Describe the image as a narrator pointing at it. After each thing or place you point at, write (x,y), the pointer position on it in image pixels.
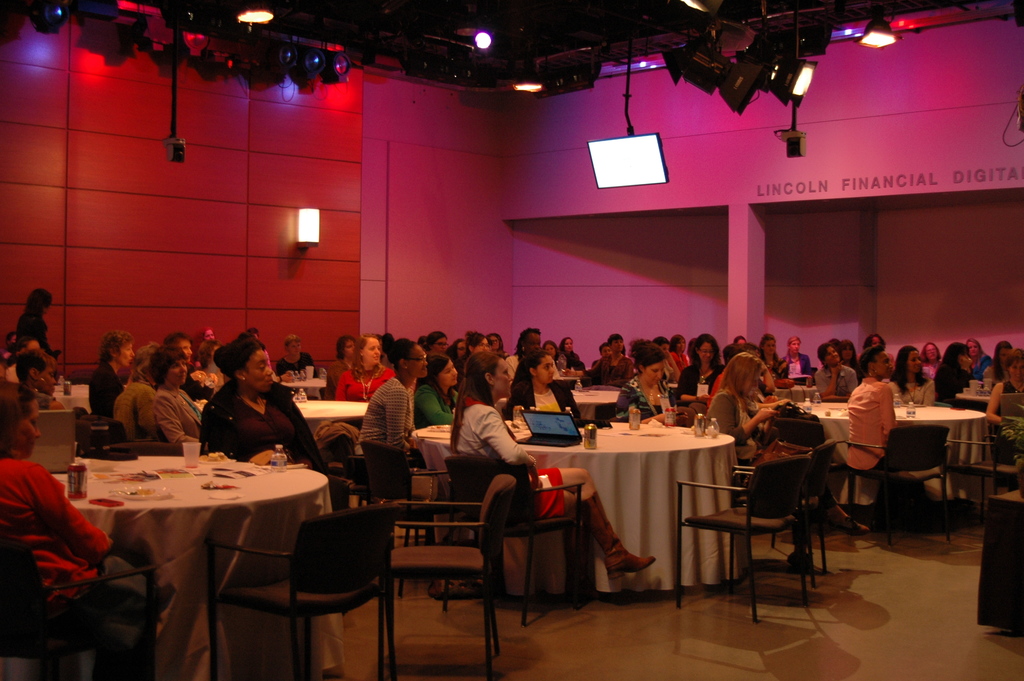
In this image I can see number of people (501,369) sitting on the chairs (511,512) and everyone is looking at the right side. And I can see some tables (642,464) covered with a white cloth (615,472). And there is a Laptop (557,432) on the table (581,436) which in the center (548,430). Also I can see some bowls (154,488), glasses (189,453), tissue papers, some food items (142,494) and coke tin (75,477) on the table (128,469). In the background (330,170) there is a wall (437,164). On the top of the image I can see some lights (529,83). And in the background (626,167) I can see one screen (637,164) as well. On the right side of this image (1006,548) I can see a small stool (1017,544) and a flower pot (1019,476) on it.
